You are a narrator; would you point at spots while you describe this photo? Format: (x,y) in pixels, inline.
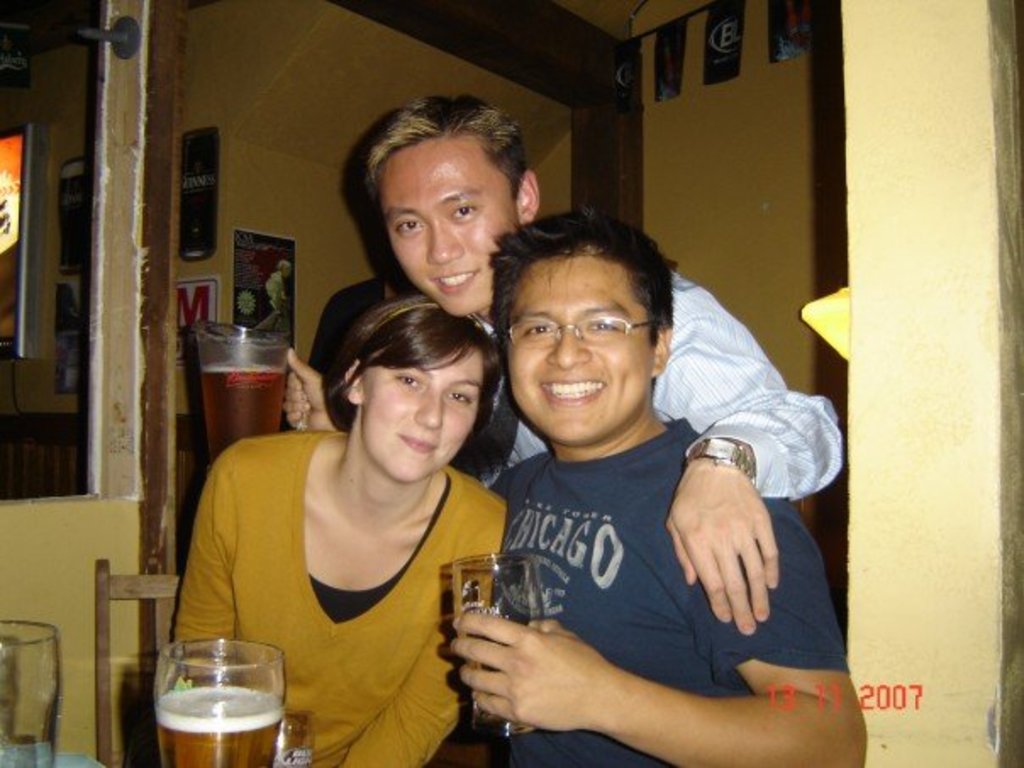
This image is taken inside a room (338,69). There are three persons (642,636) in this image, two men (497,328) and a woman (390,603). In the left side of the image (124,468) there is a chair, a wall (88,545) and a frames (65,204) on it. In the right side of the image (754,162) there is a wall (891,276). In the middle of the image (522,368) there are three persons (779,762), one holding a glass (275,425) with beer (252,408) in it.
